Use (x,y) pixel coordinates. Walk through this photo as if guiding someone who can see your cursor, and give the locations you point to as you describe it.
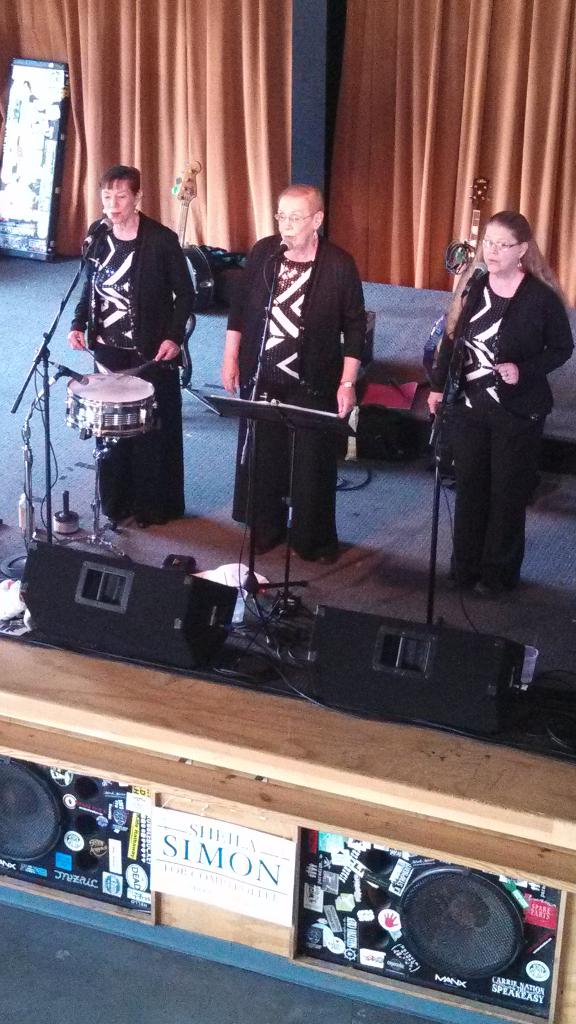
In this picture we see 3 women (161,237) performing and playing a musical instruments (85,389) with the help of a microphone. And on their back we can see the curtains (266,157).
